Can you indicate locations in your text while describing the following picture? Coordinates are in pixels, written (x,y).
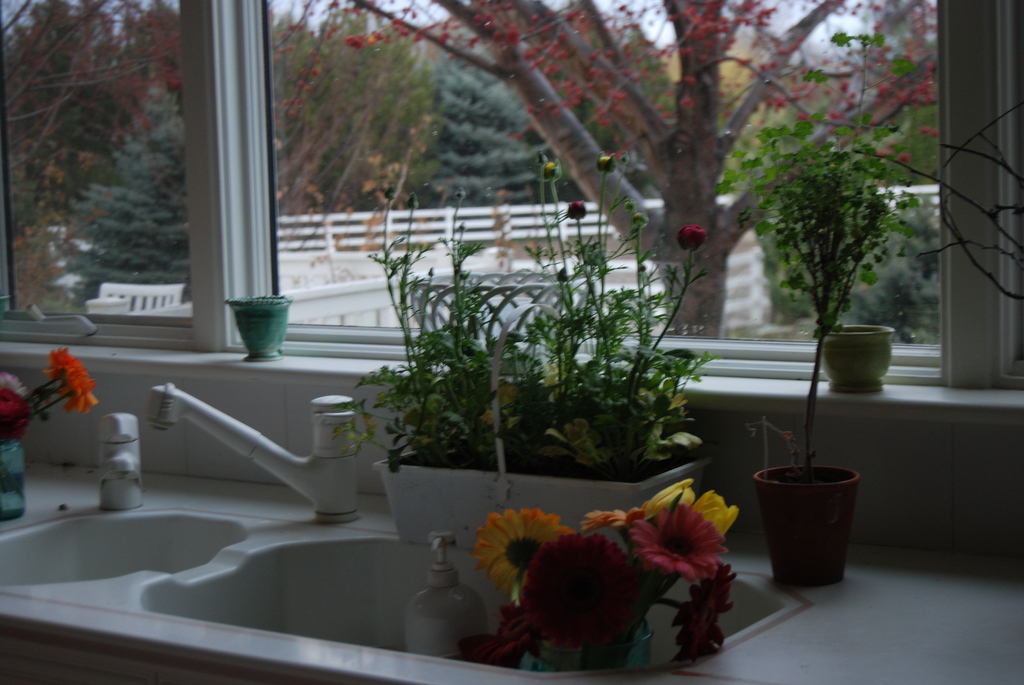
This image consists of a sink (311,533) along with the taps (244,435). And there are potted plants (639,402) and a window (732,210). Through the window (980,193), we can see many trees (387,82) and a railing (481,209).
